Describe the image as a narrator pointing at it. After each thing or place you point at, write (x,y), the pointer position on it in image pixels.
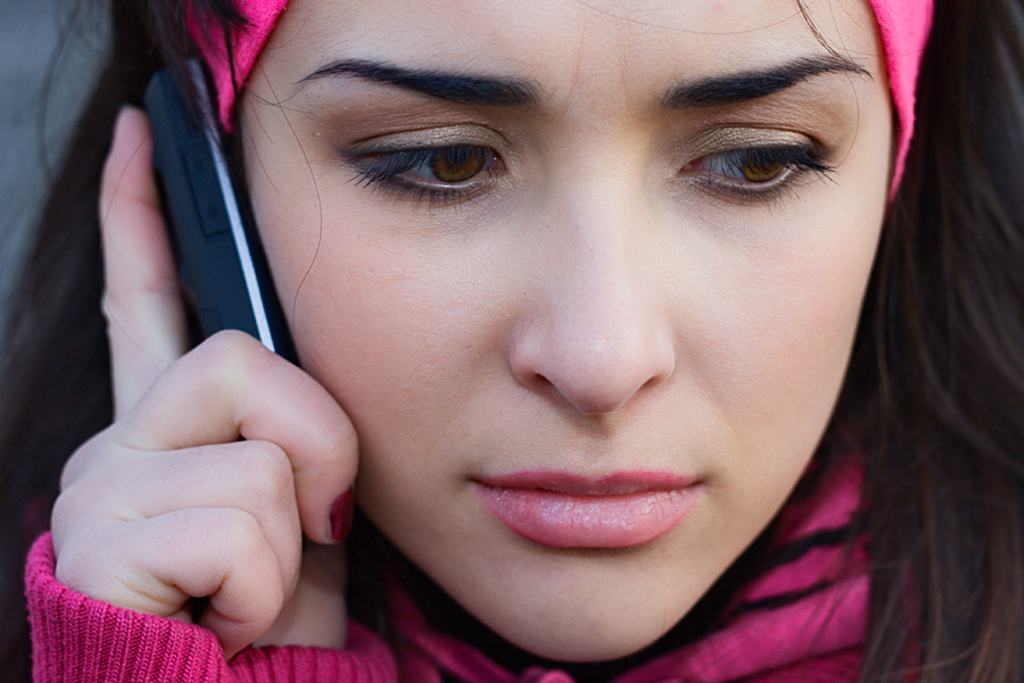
In this image there is a person (530,341) holding the mobile (229,330) in her hand (196,396).
